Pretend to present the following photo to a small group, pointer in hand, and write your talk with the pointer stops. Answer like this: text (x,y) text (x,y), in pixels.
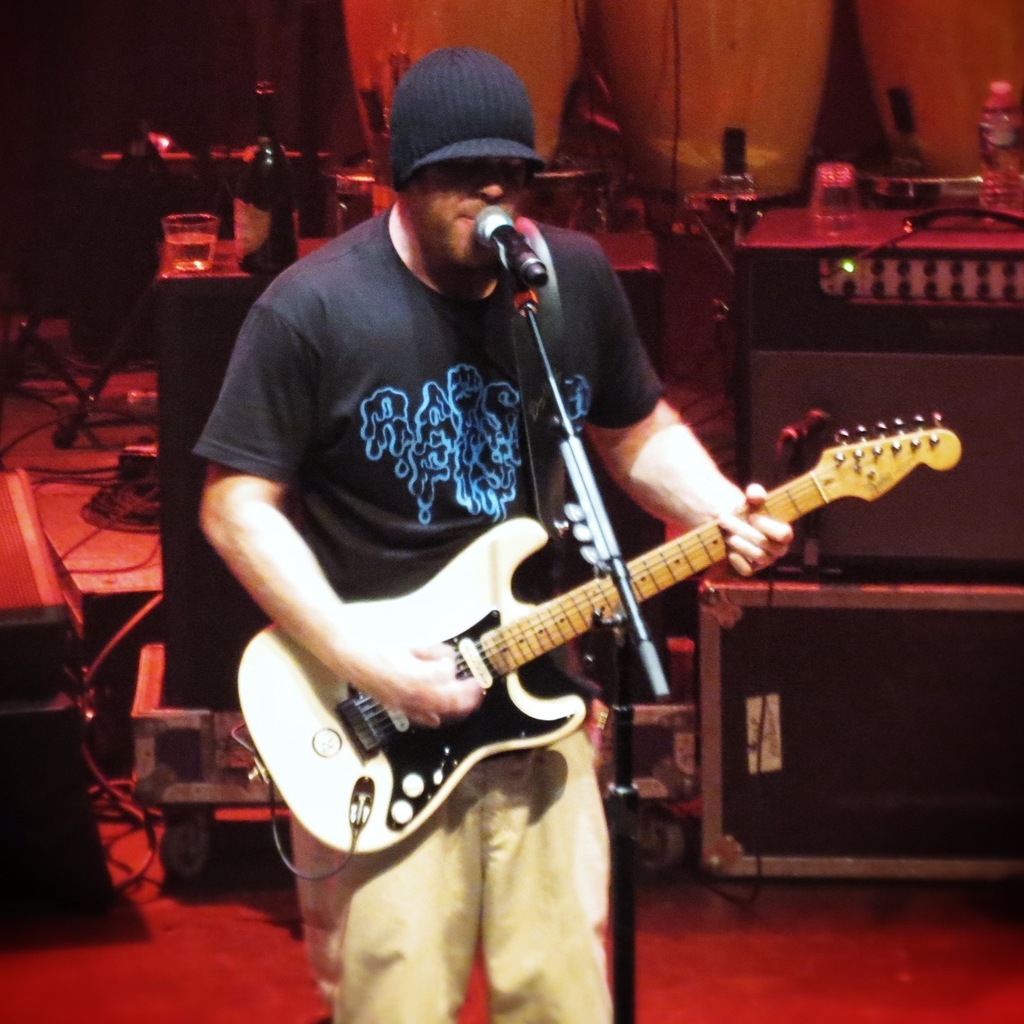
In this image I see a man (596,369) who is holding the guitar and standing in front of the mic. In the background (662,325) I see lot of equipment (904,60) and 2 bottles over here.
